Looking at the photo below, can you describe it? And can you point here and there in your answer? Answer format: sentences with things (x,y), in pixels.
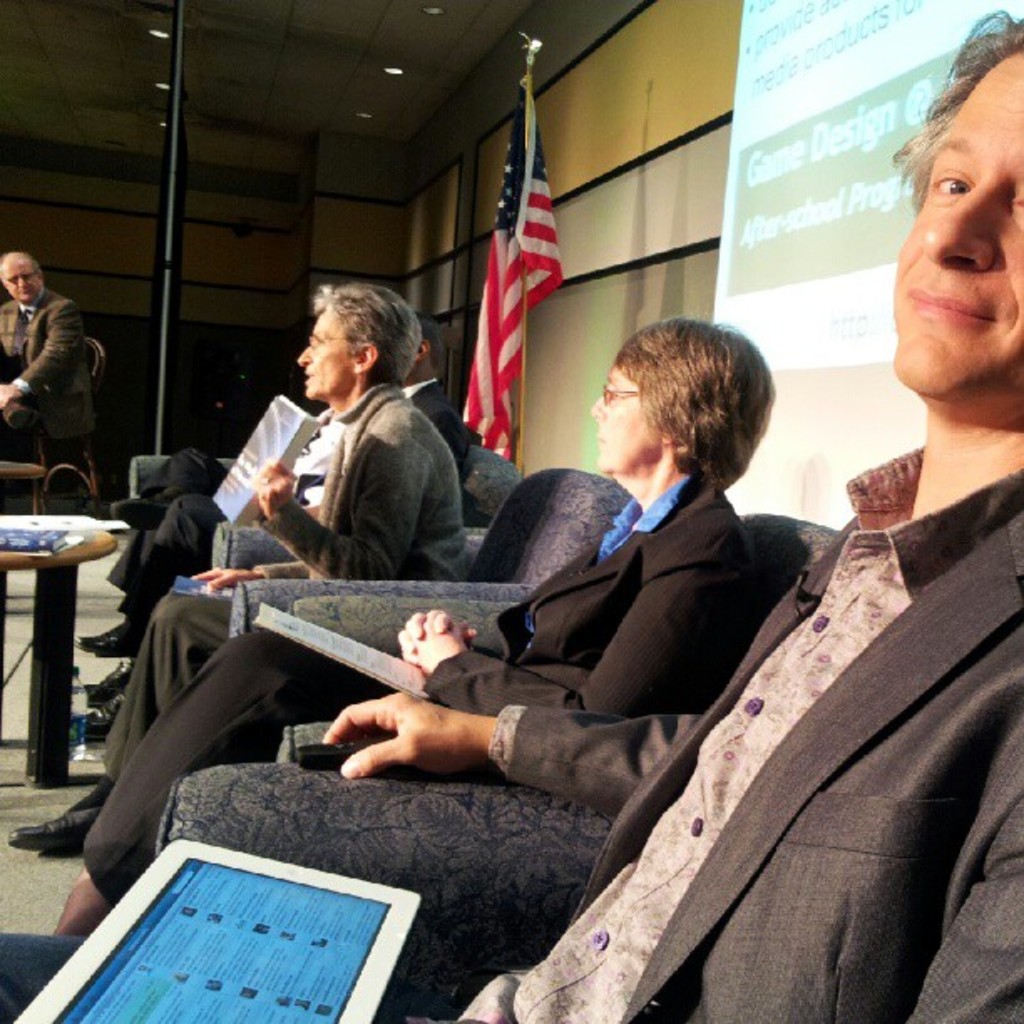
In this image we can see people (558,784) sitting on the chairs (529,826) and holding tablet (273,891) and books (276,610) in their hands (377,699). In the background (828,129) there are a display screen (789,180), flag (530,209), flag post (523,341) and a side table (61,612).
